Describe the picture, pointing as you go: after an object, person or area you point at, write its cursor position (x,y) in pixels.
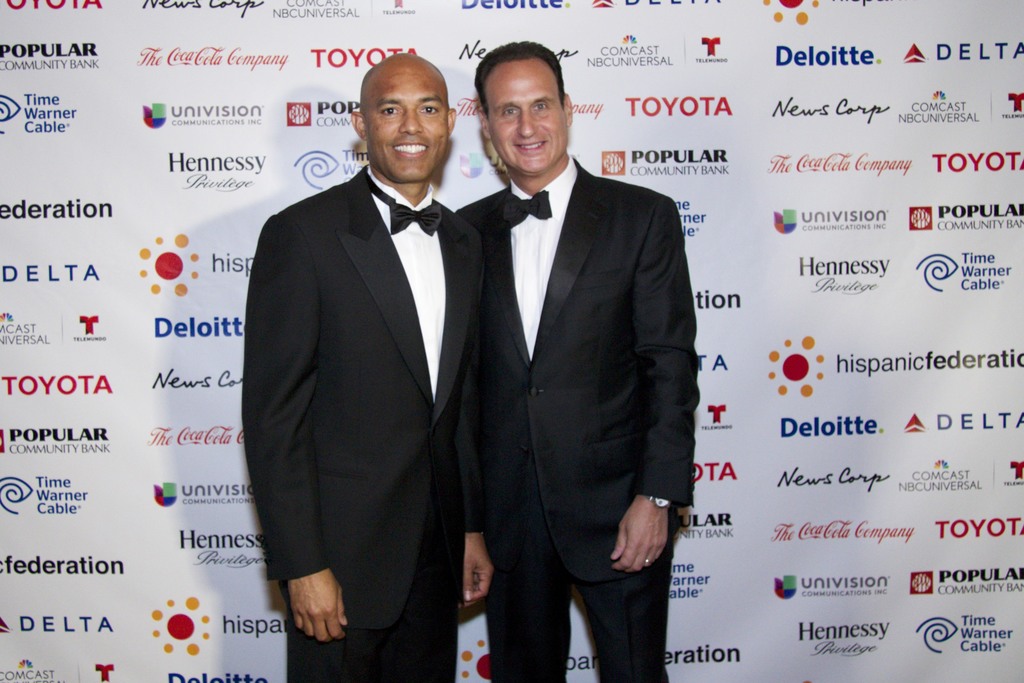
In this image there are two persons (488,310) wearing suit (444,334) and giving pose to a photograph in the background (340,3) there is a poster (11,48) on that poster (899,26) there are company names (820,530).
